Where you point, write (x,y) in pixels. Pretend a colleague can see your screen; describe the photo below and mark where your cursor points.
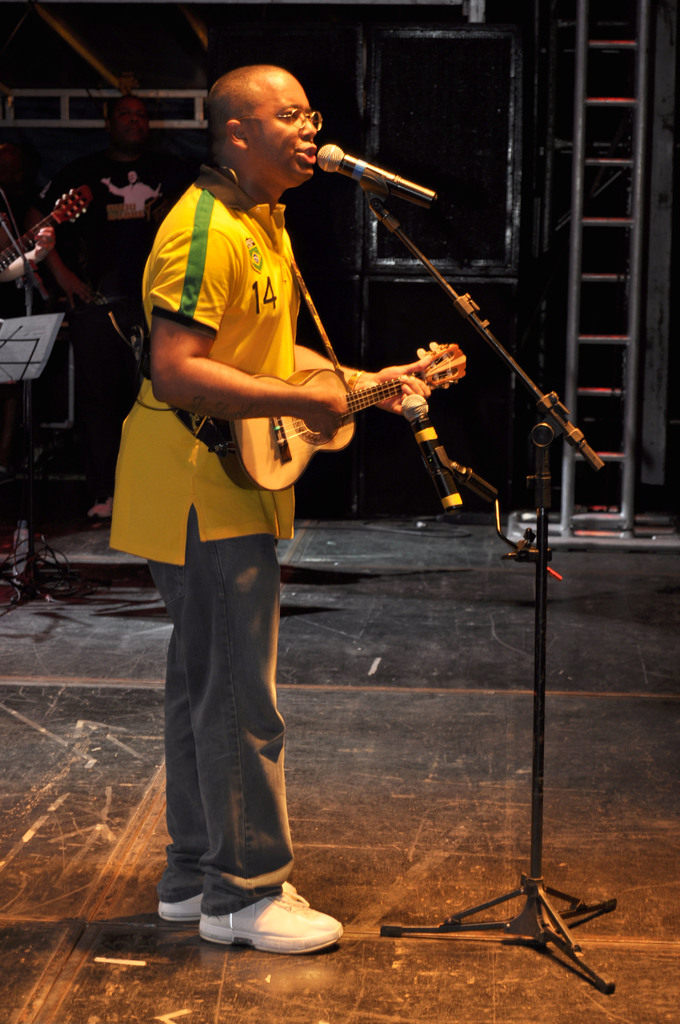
In the middle of the image (325,398) a man (304,413) is standing and playing guitar (230,427). In front of him there is a microphone (358,162) and he is singing. Behind him two persons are standing and playing some musical instruments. Top right side of the image (639,228) there is a pole (639,228).
